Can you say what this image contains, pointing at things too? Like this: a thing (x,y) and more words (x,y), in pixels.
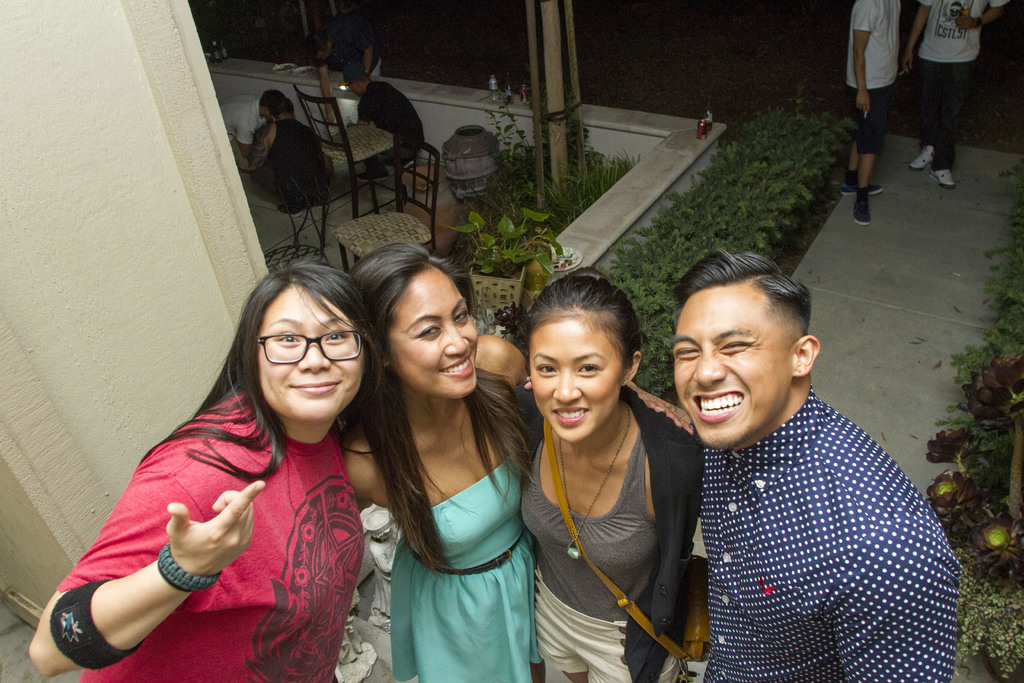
In the middle of the image (445,269) few people (312,630) are standing and smiling. Behind them there are some plants (985,400) and chairs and poles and few people (234,107) are standing and sitting.
